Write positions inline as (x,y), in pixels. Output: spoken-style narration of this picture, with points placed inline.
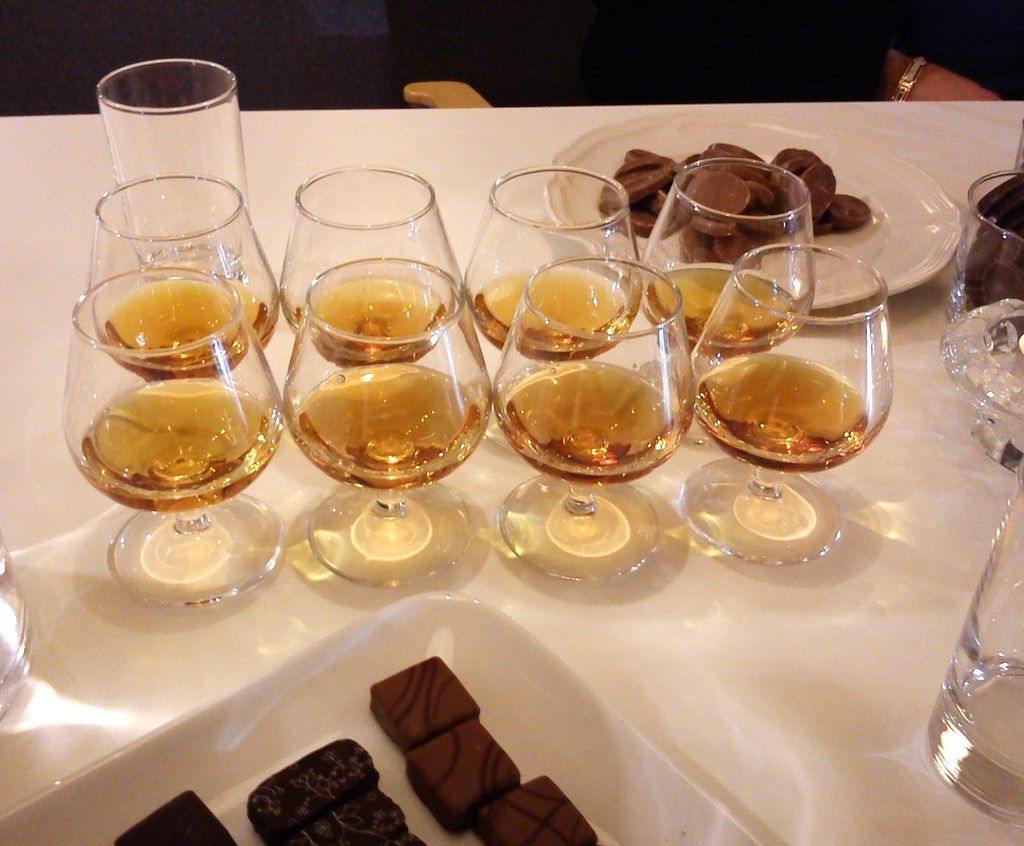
In the picture I can see glasses (454,446), food items (477,744) on a white color plate (769,156) and a tray (307,690). I can also see some other objects (974,399) on a white color table (36,378).
